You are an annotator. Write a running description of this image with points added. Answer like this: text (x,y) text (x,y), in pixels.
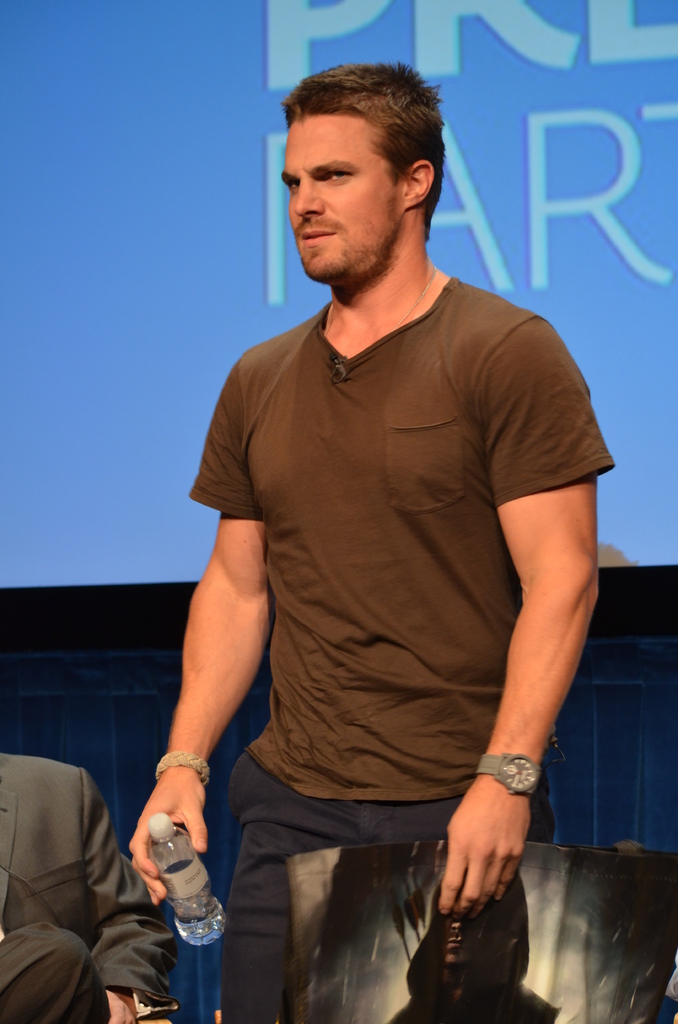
This is the picture of a man (419,615) standing on a stage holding a water bottle (180,875) to the man (426,619) to the right (510,775) he is having a watch (502,756). To the left side of the man (260,770) there is other man (62,930) sitting on a chair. Background of this people (200,707) is a screen (156,365) which is in blue color.
